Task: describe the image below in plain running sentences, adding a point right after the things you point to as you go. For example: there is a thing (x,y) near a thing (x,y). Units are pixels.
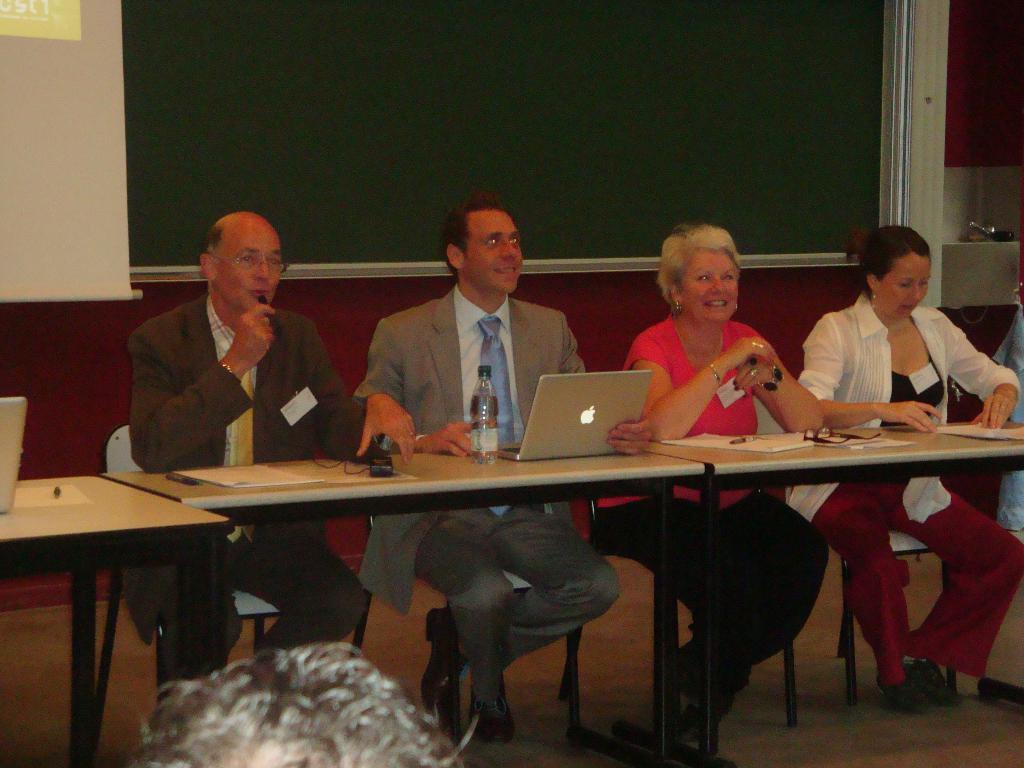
In this image we can see four people (410,449) are sitting on the chairs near the table (559,464). There are water bottle (478,454), laptop (546,427), spectacles (855,430) and papers (771,443) on the table (724,452).
